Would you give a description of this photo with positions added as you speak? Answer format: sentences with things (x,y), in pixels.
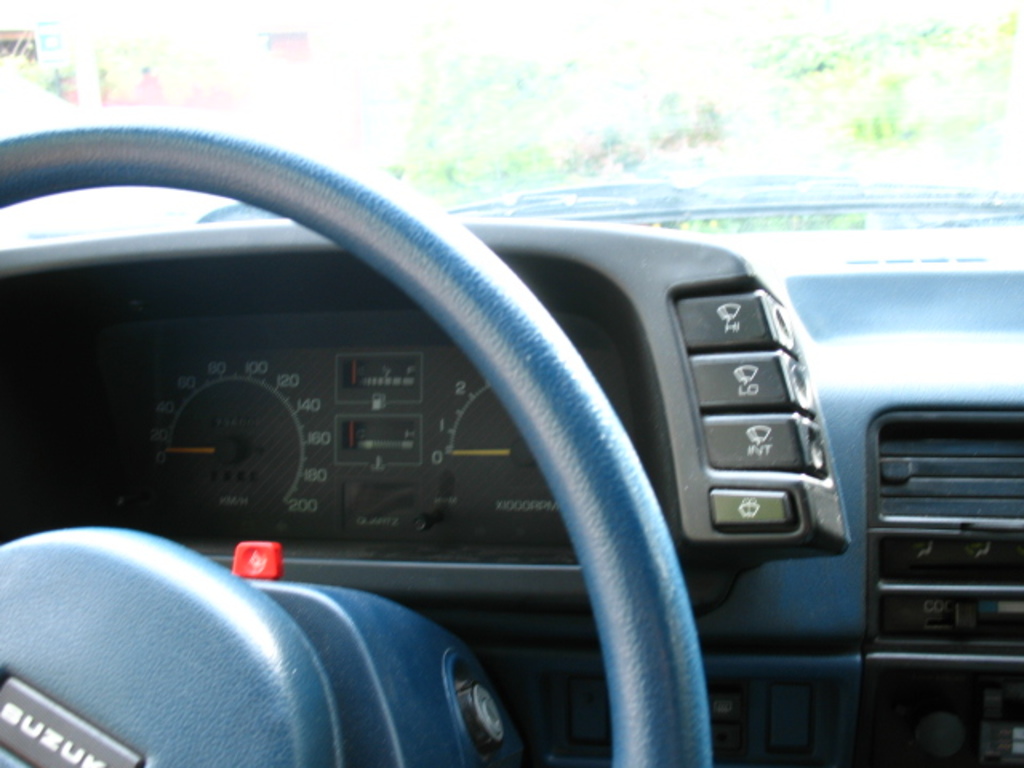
In this picture we can see inside of a vehicle (178,599), here we can see a steering (284,621), speedometers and some objects (754,649) and in the background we can see some objects (658,186) and it is blurry.
